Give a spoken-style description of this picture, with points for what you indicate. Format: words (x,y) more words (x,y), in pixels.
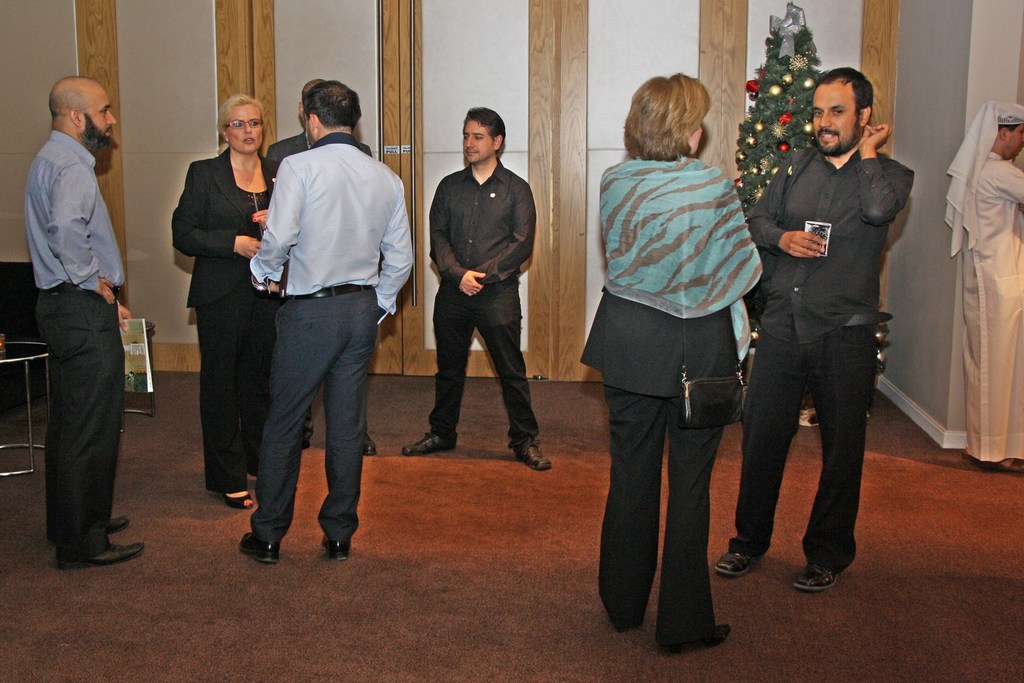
In this image there are some people (390,182) who are standing and talking with each other, and there is one christmas tree (763,149). In the background (559,58) there are some doors (336,28), and on the left side (25,370) there is one stool (29,355) and one person (101,342) is holding one book (144,353). At the bottom (446,577) there is floor (939,516).
